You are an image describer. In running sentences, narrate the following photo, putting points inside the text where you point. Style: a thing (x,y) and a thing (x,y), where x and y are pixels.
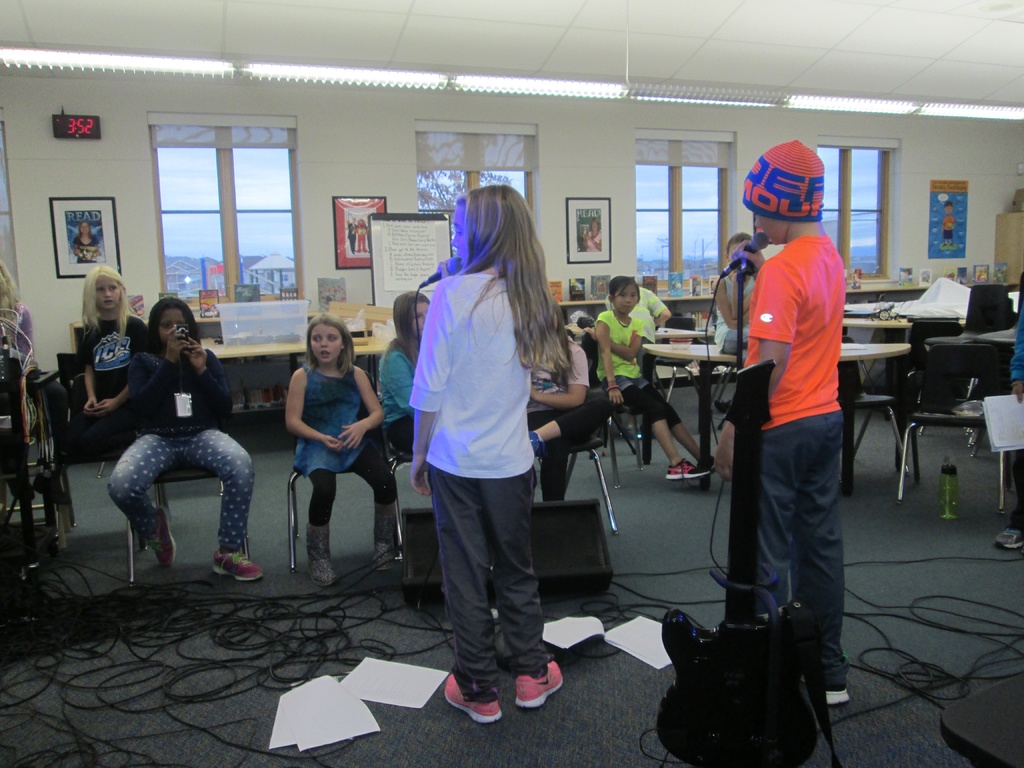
In this image we can see a boy (760,291) and a girl (493,416) holding mikes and standing on the floor (634,680). We can also see a few people (391,369) sitting on the chairs (395,466). We can also see papers (314,700), wires (361,589), guitar (751,607), chairs (957,363), tables (867,343), water bottle (946,508), windows (653,216) and also some books (580,287) on the wooden surface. In the background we can see the frames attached to the wall (971,277). We can also see a digital clock (68,127). At the top (545,40) there is ceiling (705,50) with the ceiling lights (640,91).
